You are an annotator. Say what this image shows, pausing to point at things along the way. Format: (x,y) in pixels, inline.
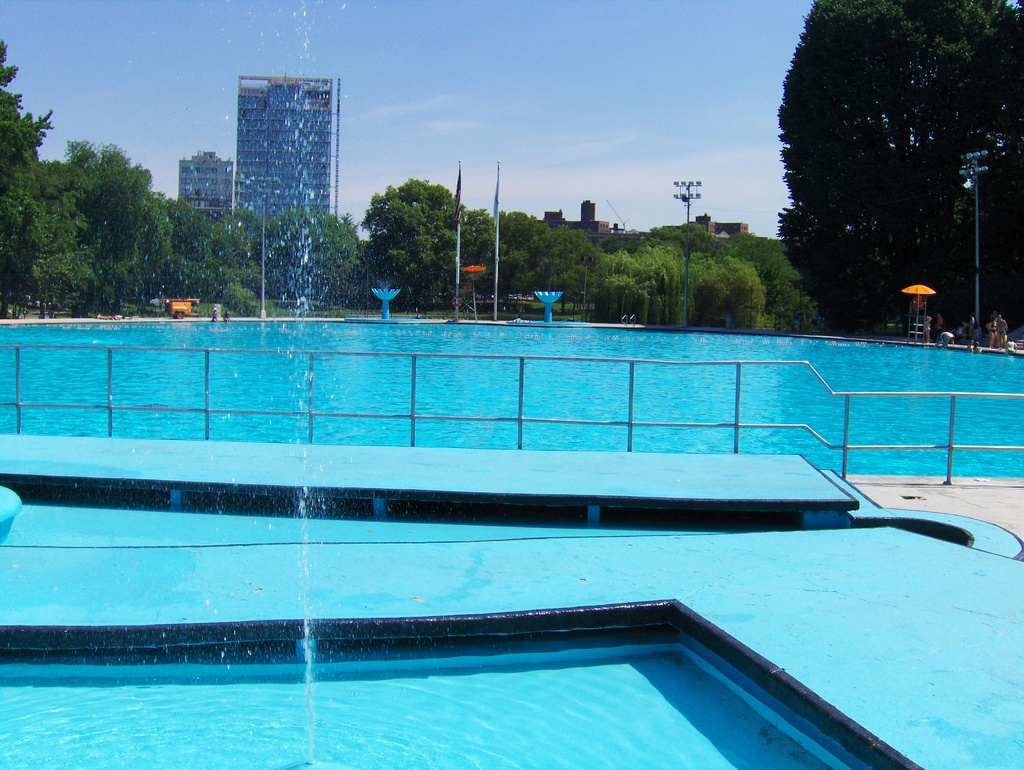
In this image in the center (506,401) there is a swimming pool (541,426), and at the bottom (267,672) also there is another swimming pool (487,675) and in the background (263,256) there are some trees (867,246), poles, buildings (247,148) and some persons (991,332). On the top of the image (524,61) there is sky (468,94), and in the center (627,489) there is a walkway (899,493).
